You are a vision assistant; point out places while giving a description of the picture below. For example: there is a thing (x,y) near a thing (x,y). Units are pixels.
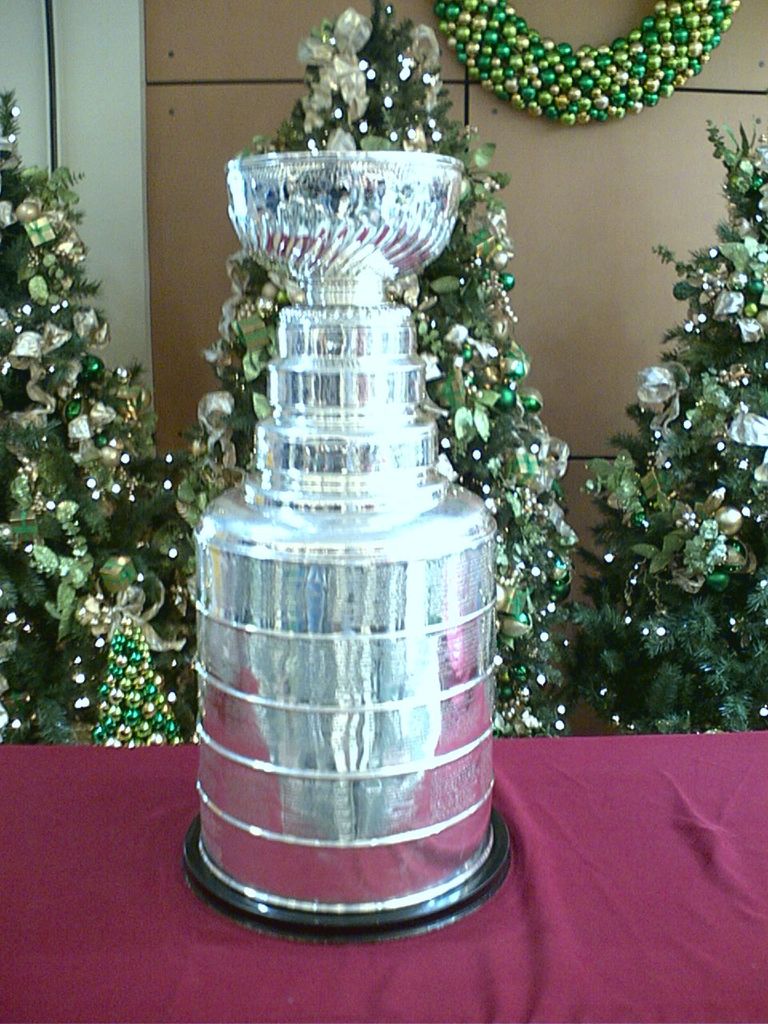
In this image I can see the silver color object (356,639) on the pink color cloth (553,948). In the background (6,461) I can see the Christmas trees (197,448) and the decorative object (543,107) attached to the wall (120,100).
